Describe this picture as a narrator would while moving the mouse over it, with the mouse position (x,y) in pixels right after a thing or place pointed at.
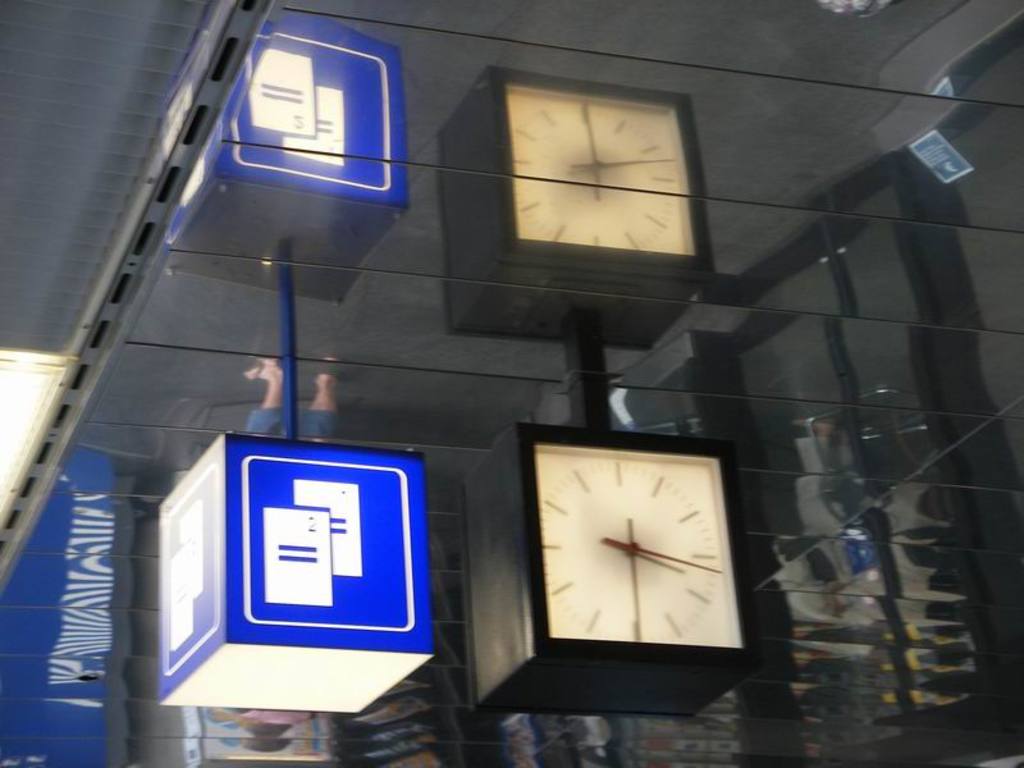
In this picture there is a clock (489,601) and a sign box (204,475) in the center of the image (398,466).
